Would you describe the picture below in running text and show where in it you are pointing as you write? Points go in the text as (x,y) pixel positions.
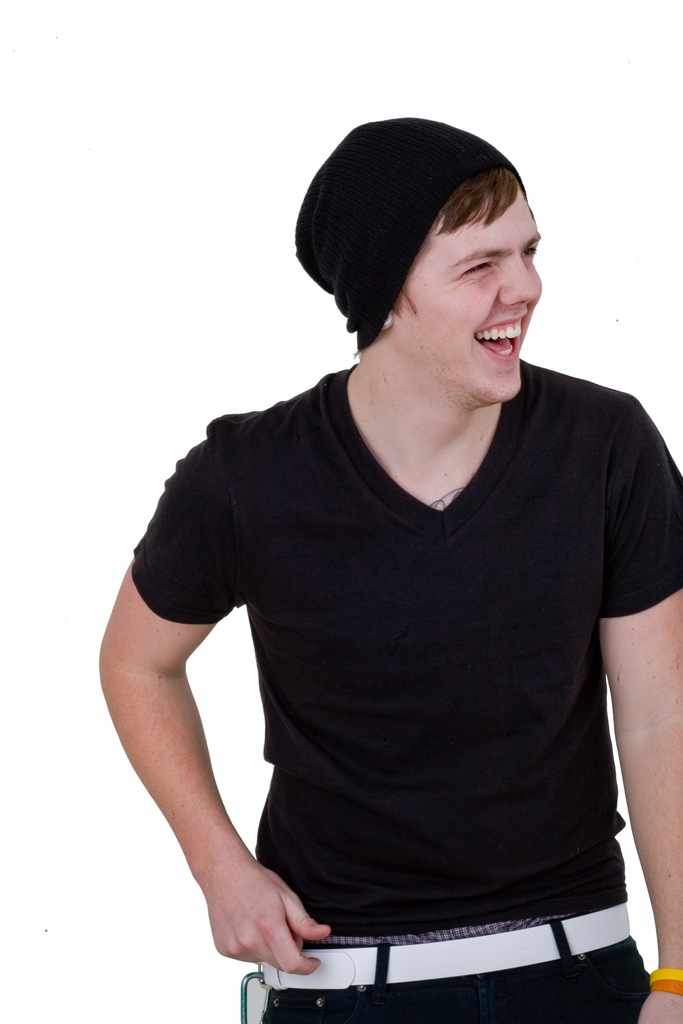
In this picture we can see a man (568,1013) wore a cap (437,197), belt (368,969) and standing and smiling and in the background (122,11) it is white color.
